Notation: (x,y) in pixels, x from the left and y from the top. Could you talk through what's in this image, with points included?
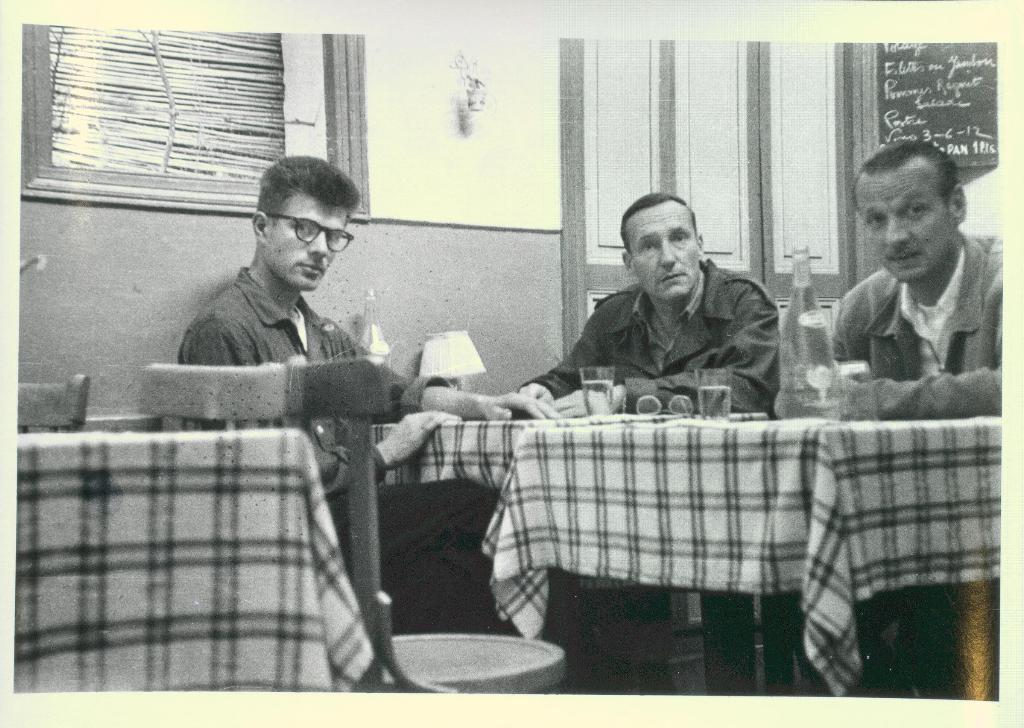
In this image there are three people (607,301) who are sitting near the table (993,470). On the table (816,432) there are two glasses (712,408) and a glass bottle (820,379). At the background (633,105) there is door (610,106), wall (397,111) and a curtain (109,94).
